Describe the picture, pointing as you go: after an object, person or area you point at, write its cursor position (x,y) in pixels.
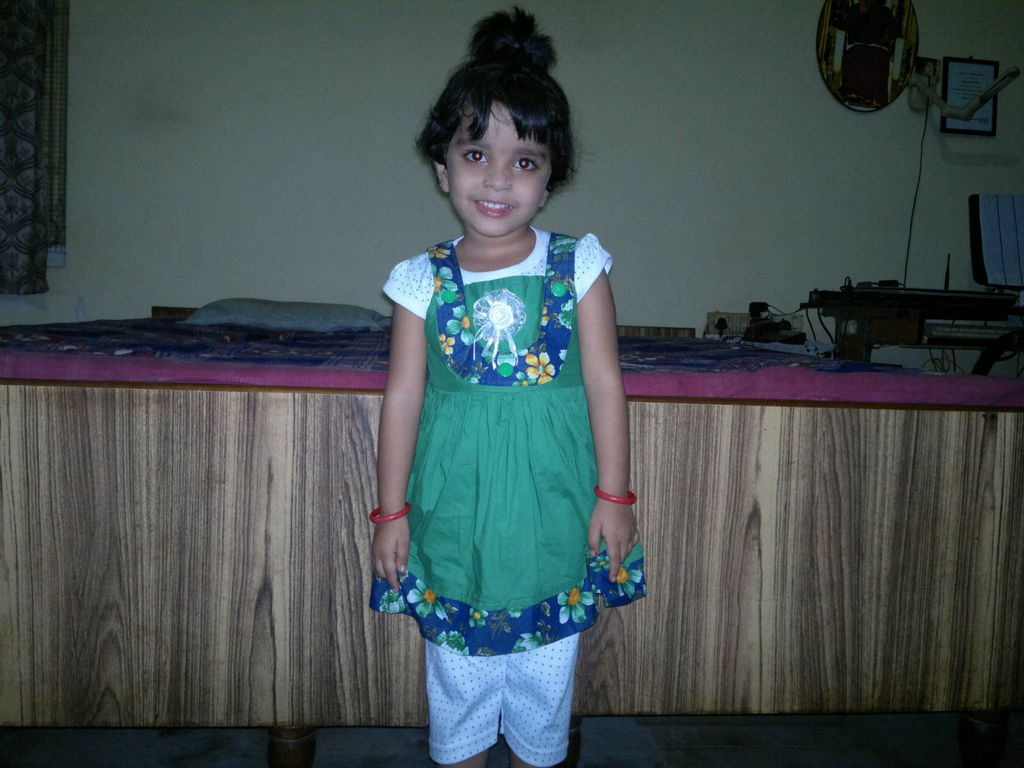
In the image I can see a kid (384,288) who is standing in front of the bed (330,349) on which there is a pillow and beside there is a table (918,335) on which there are some things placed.
